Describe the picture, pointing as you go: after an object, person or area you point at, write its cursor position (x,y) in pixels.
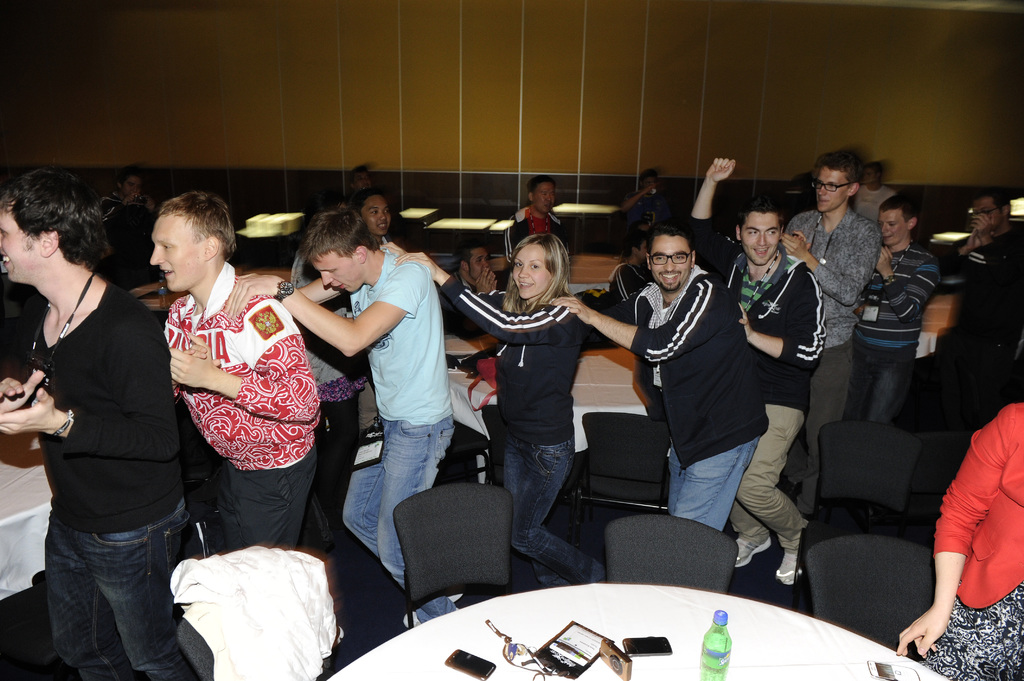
In this picture there are several people (912,258) following each other in a row and walking around. There are also many tables (510,220) in the background (472,223).
